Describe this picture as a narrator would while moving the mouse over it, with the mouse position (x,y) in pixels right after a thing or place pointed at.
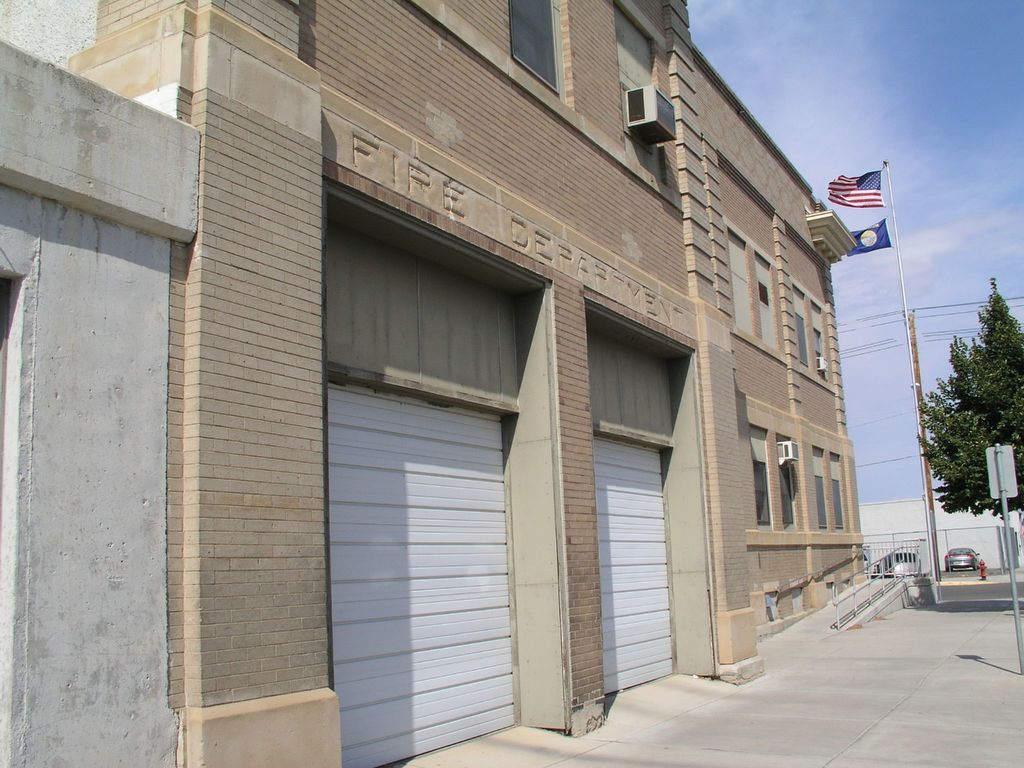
This is an outside view. Here I can see a building (512,534). On the right side (991,439) there is a tree (984,388), flag (882,230), pole (932,534) and I can see a car (952,558) on the ground (949,601). At the top of the image (887,78) I can see sky (791,85).
